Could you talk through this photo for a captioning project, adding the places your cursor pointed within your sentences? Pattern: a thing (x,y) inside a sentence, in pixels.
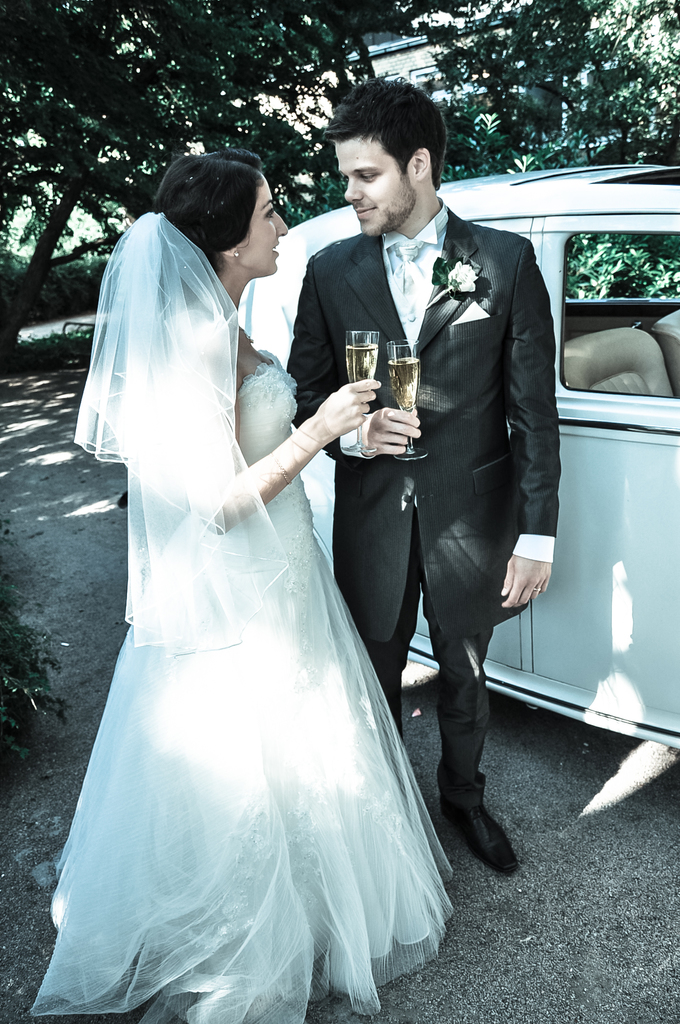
In this image I can see a woman (182,626) wearing white colored dress (291,815) and a person (417,316) wearing white and black colored dress (489,376) are standing and holding wine glasses (406,360) in their hands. I can see a white colored car (603,532) beside them. In the background (624,110) I can see few trees (503,83) and the ground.
